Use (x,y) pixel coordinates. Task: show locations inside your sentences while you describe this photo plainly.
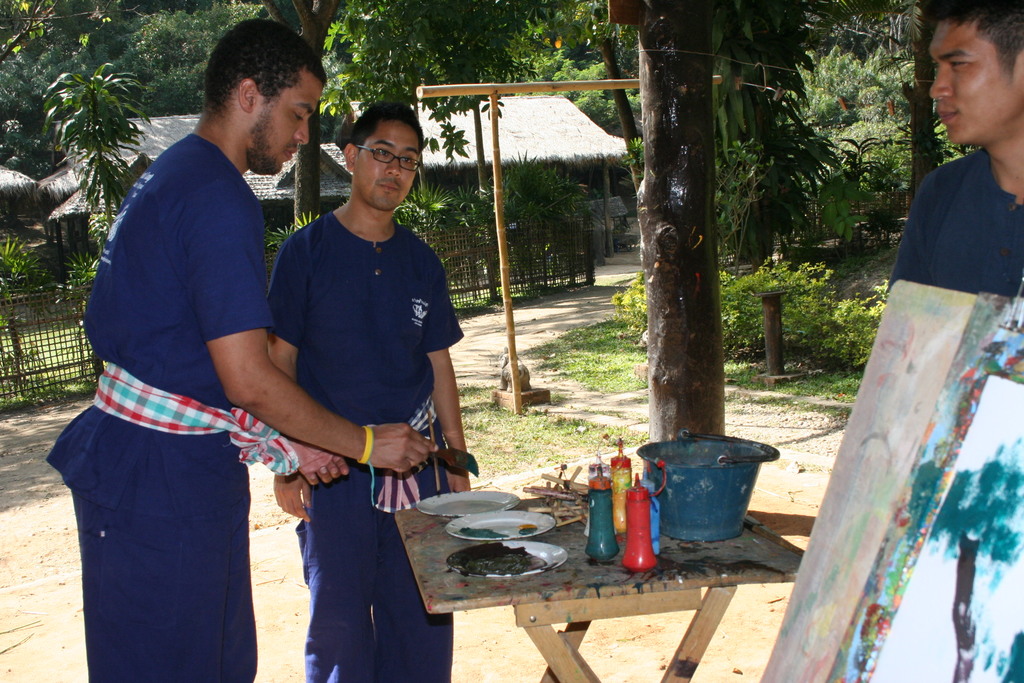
In this image, there are two persons (324,343) standing. At the bottom of the image (541,567), I can see plates (546,527), bottles (646,500), a bucket (672,486) and few other things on a wooden table (600,582). On the right side of the image (960,450), I can see a board (937,420) and there is another person (953,189). In the background (140,122), there are trees (455,31), huts (531,130), plants (528,210) and fence (69,375).
